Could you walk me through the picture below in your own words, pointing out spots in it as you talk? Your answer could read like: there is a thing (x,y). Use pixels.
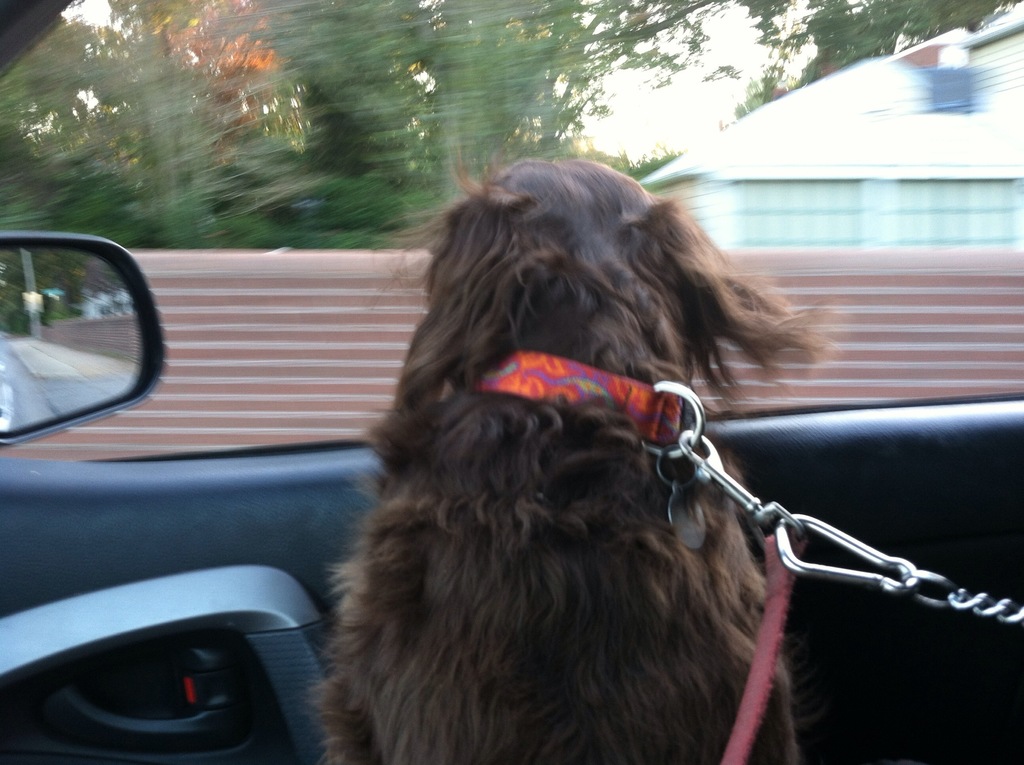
In this image there is a dog (493,490) sitting in the car (320,509) with a belt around its neck (549,311) is looking outside. On the left side of the image (114,327) there is side mirror (56,396). In front of the image there is a fence (342,250), behind the fence (294,289) there are trees (436,94) and houses (938,127). On the car door (343,497) there is the handle (163,722).
